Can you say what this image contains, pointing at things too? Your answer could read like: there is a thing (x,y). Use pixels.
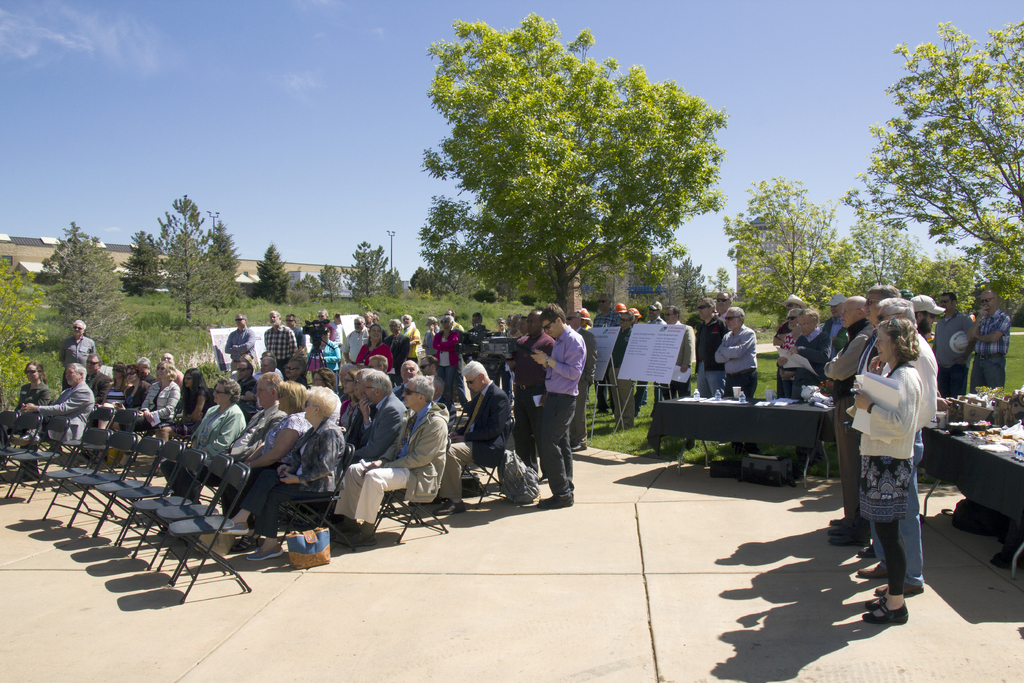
Few people (277,445) are sitting on chairs (3,458) and few people (885,373) are standing and we can see chairs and bag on the surface (402,576). We can see bottles (718,398) and objects (1001,422) on tables (765,410), grass (131,339) and boards (598,350) with stands (610,386). In the background (451,259) we can see trees (134,252), roof top (252,279), pole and sky (637,36).
